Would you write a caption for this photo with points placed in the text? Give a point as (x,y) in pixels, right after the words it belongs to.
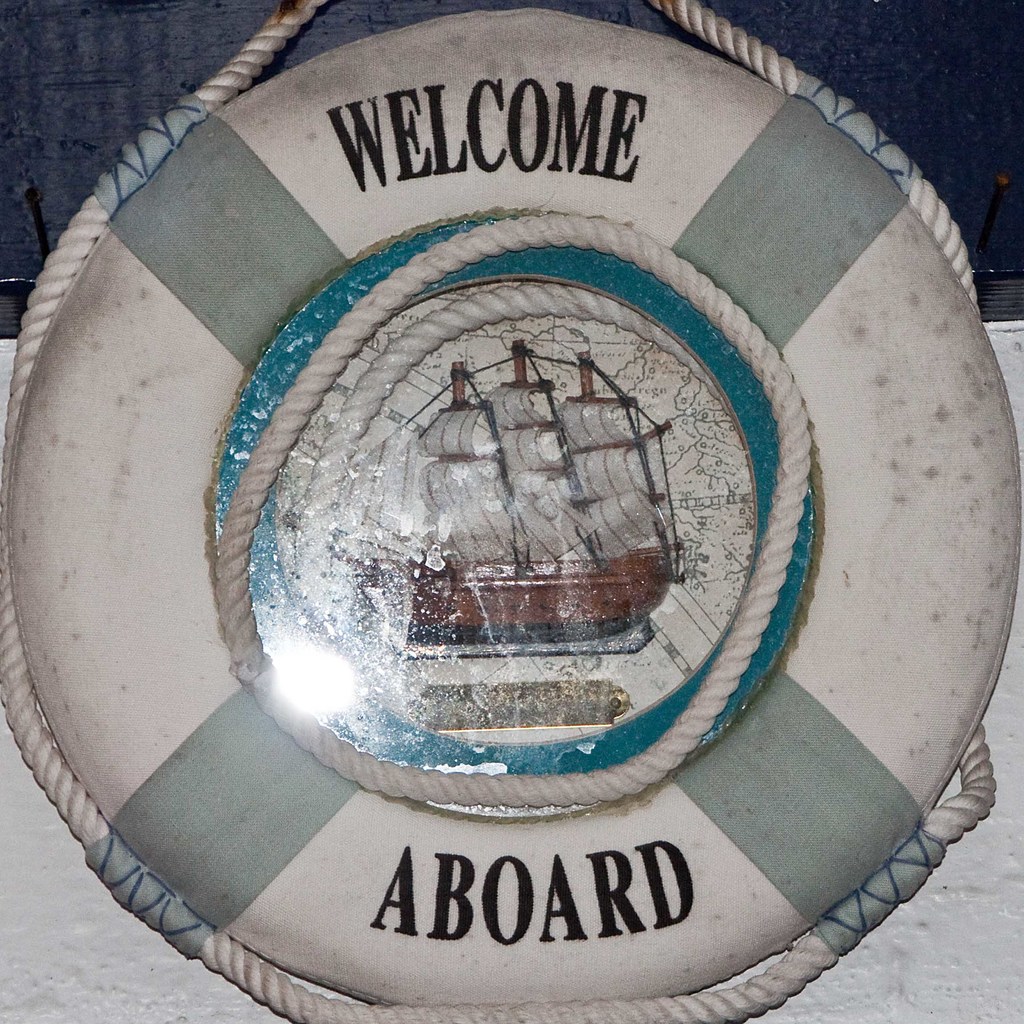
In the center of the image (593,604) we can see one round shape object (671,601). On the round shape object (530,547), we can see one ship (521,475), some text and a few other objects (704,536). And we can see the rope (39,303) around the object (164,551). In the background (983,313) there is a wall (1004,342) and a few other objects (998,278).
